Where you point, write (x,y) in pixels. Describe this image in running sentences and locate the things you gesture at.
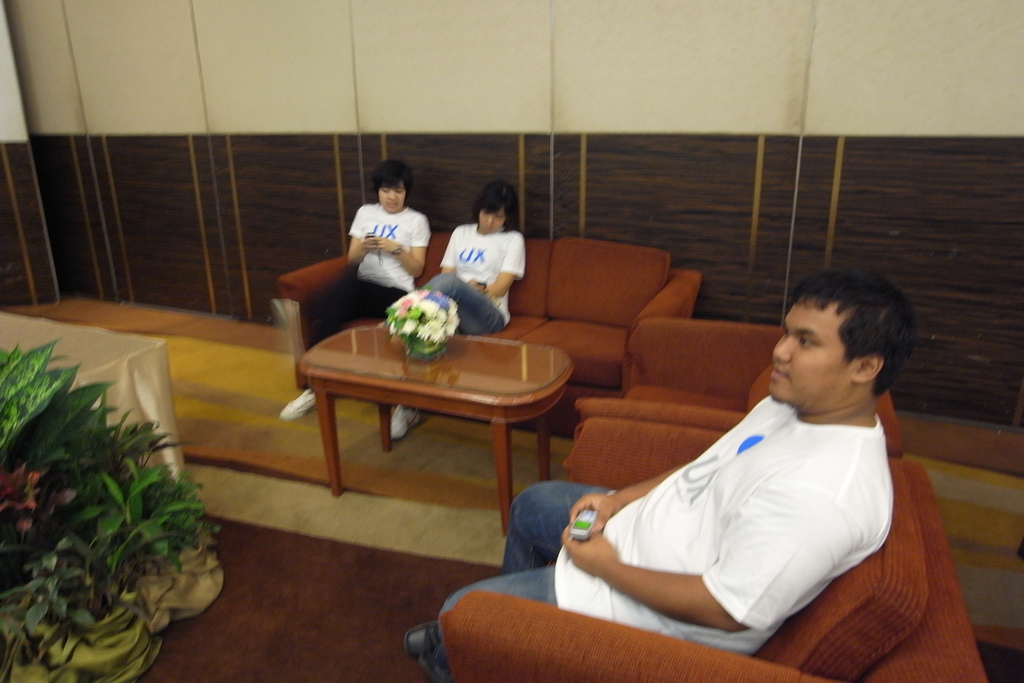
Here we can see three persons (383,270) wearing white colour t shirts (748,430) sitting on sofas (549,287) in front of a table (383,426) and on the table (440,358) we can see a beautiful flower vase (456,328). These are plants (23,520). This is a floor (283,516) and a carpet (248,495).
